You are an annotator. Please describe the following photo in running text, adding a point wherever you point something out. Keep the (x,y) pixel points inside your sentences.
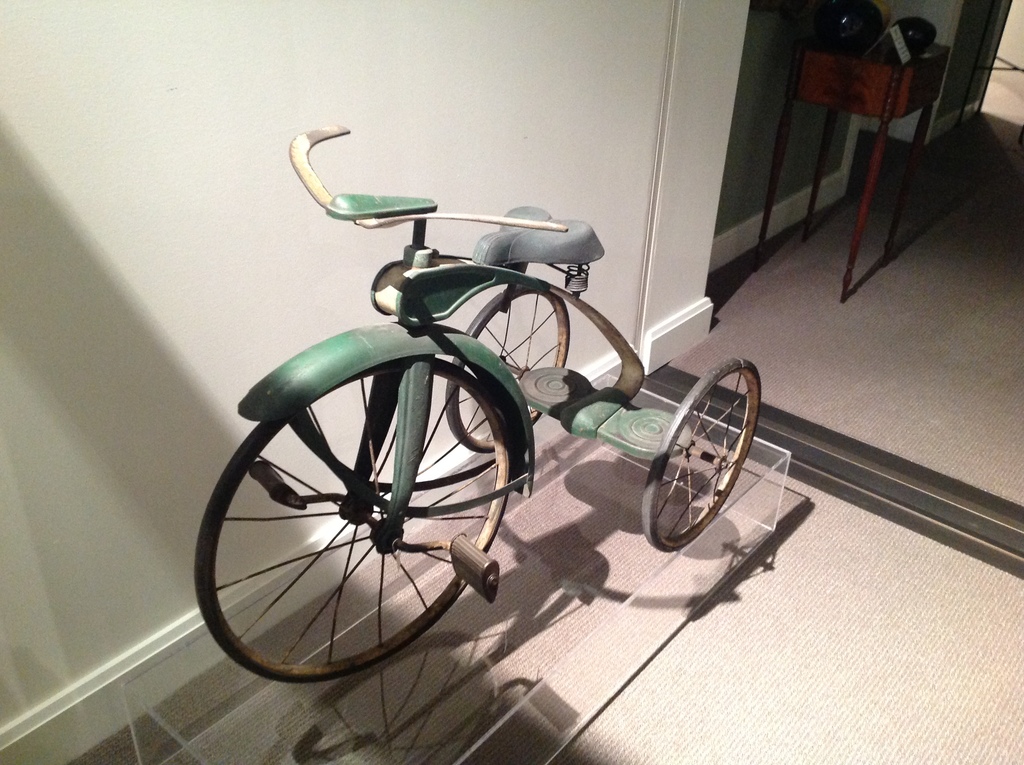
In this image we can see a cycle (493,520) placed on the glass object (657,581) and we can also see a wall (262,234) and the table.
